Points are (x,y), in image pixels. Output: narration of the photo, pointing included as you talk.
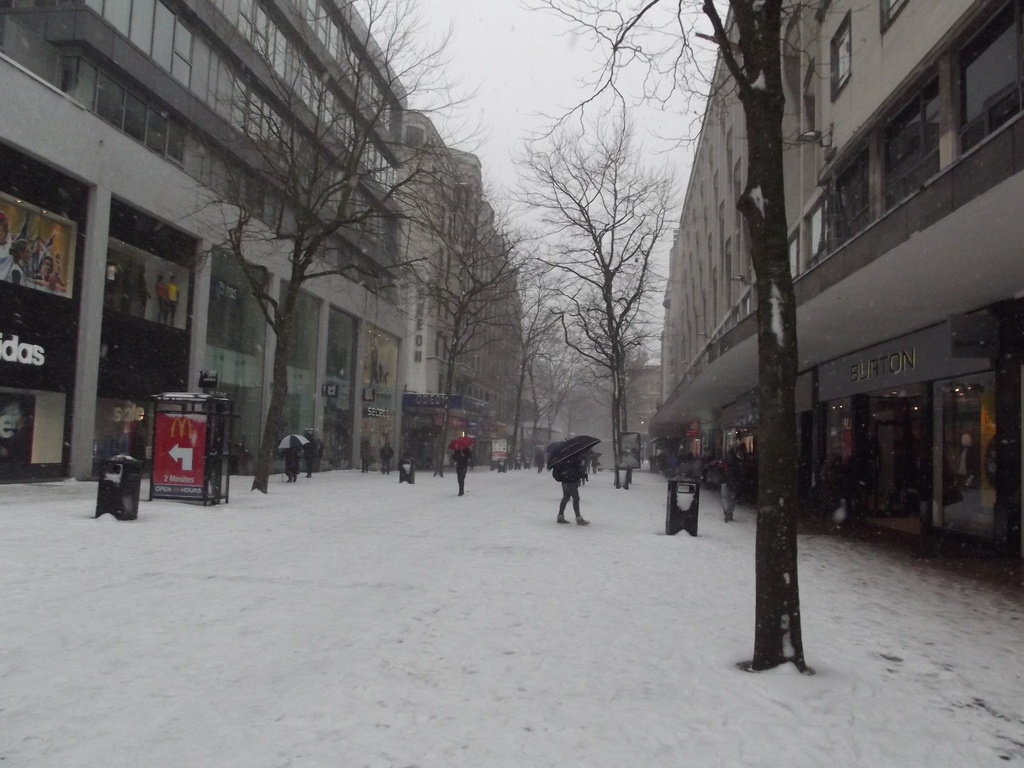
In this image there are group of people (579,465) walking by holding the umbrellas (552,462), there is snow (233,550), buildings (916,411), trees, and in the background (534,97) there is sky (502,102).
